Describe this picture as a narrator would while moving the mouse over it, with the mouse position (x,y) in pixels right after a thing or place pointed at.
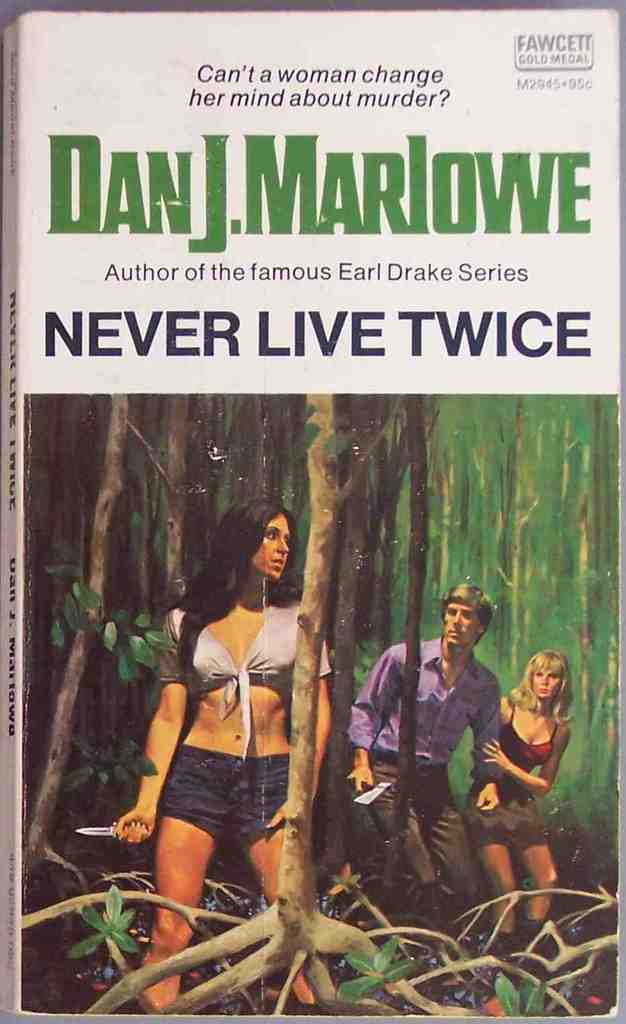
This is a book (303,407). On the book (303,407) there is a woman (270,561) standing and holding the knife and at the back (367,754) there are two persons (488,726) standing and there are trees (464,516). At the top (316,138) there is a text (419,99). On the left side of the image (15,726) there is a text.
